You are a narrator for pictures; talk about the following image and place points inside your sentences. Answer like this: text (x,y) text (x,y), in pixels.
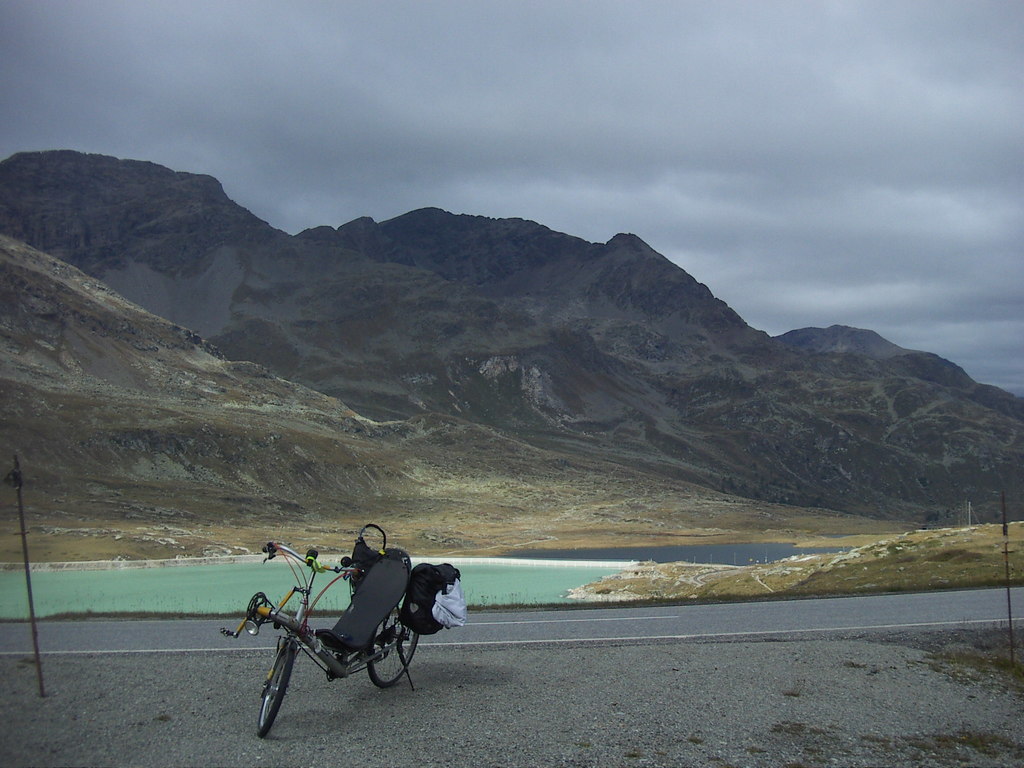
In this picture we can see a bicycle (311,648) with some objects (410,572). On the left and right side of the bicycle (306,596), those are looking like sticks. Behind the bicycle (377,602) we can see water (522,572), hills (529,435) and the cloudy sky (756,180).
